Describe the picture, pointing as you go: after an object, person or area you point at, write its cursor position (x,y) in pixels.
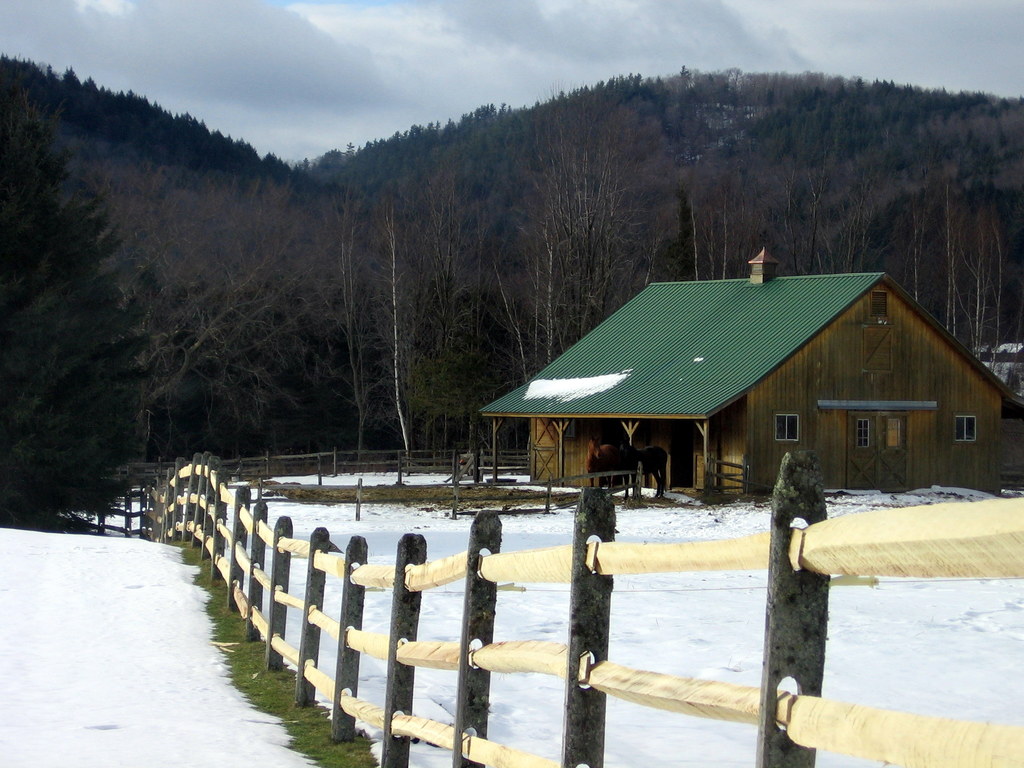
Sky (401,45) is cloudy. Here we can see fence (414,458) house (845,448) with windows (791,437) and rooftop (709,374). In-front of this house (750,361) there are horses (648,463). Background (813,177) there are trees (438,226). Land (102,545) is covered with snow (82,572).
